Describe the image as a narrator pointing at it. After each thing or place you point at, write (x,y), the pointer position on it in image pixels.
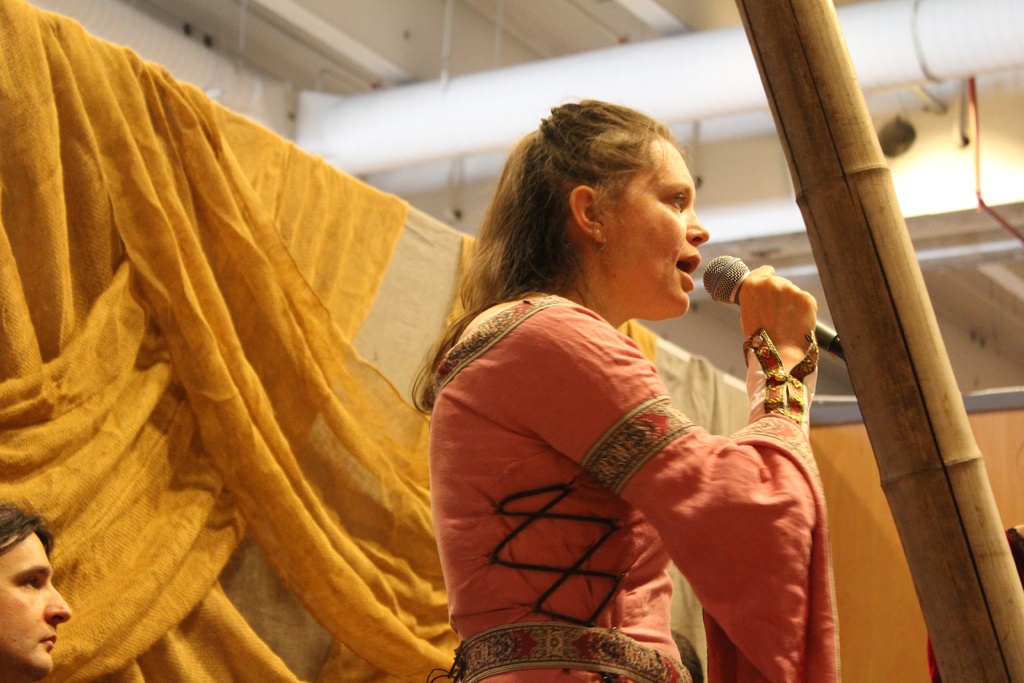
In this image I see a woman (623,120), who is standing and she is holding a mic (724,260), I can also see that she is wearing a pink dress (451,505). In the background (9,668) I see another person (18,681) over here and the cloth (120,550). I can also see a wooden stick (767,4) over here.
